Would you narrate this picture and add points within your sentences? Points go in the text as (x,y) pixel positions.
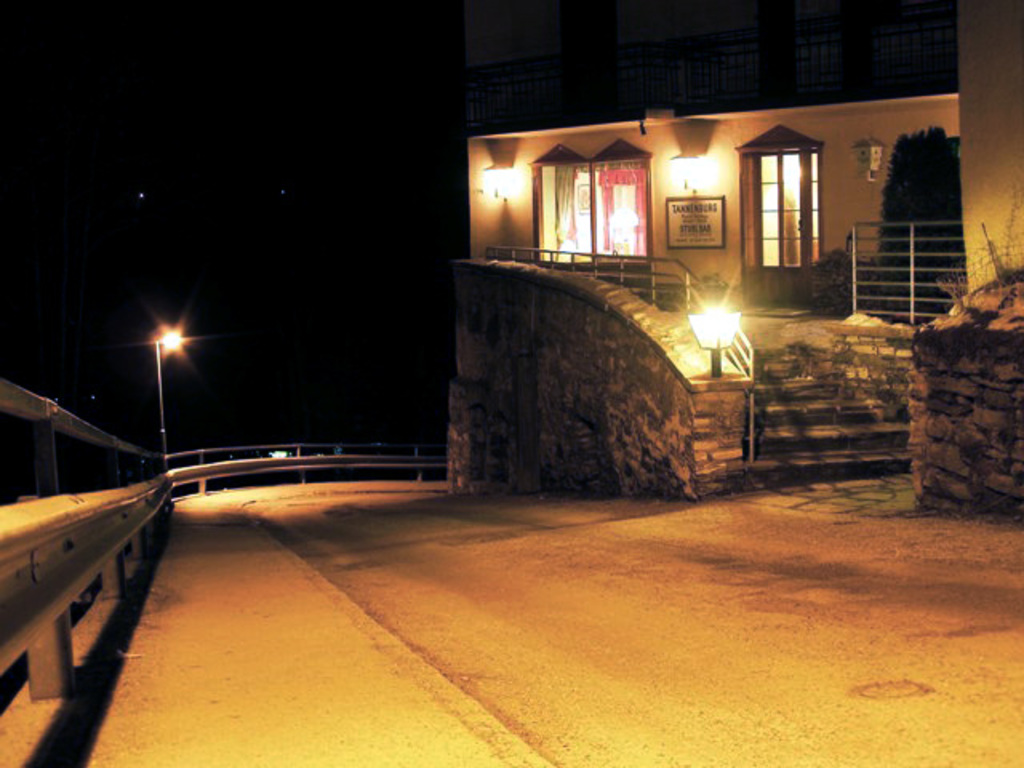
In this picture there is a small house (745,221) with wooden door (752,248) and windows (617,215). In the front (720,338) there are some steps (834,459) and a small lamp post (720,345) on the granite wall (696,427). In the front (451,618) bottom side there is a road (125,605) with silver color railing guard (99,505). Behind there is a black background (289,317).
